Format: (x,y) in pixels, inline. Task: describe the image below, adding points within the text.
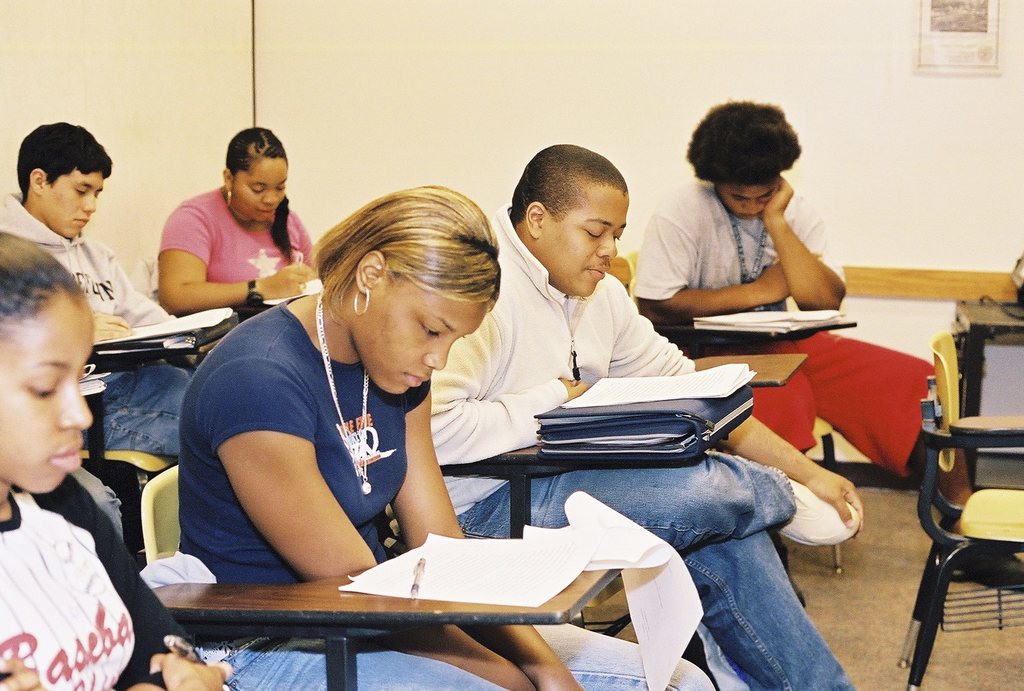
In this picture we can see a group of people (379,309) sitting on chairs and looking at papers (532,537) placed on a table (379,619) along with pen (416,584), files (601,443) and in the background (741,91) we can see wall (778,49) with poster (950,59).
